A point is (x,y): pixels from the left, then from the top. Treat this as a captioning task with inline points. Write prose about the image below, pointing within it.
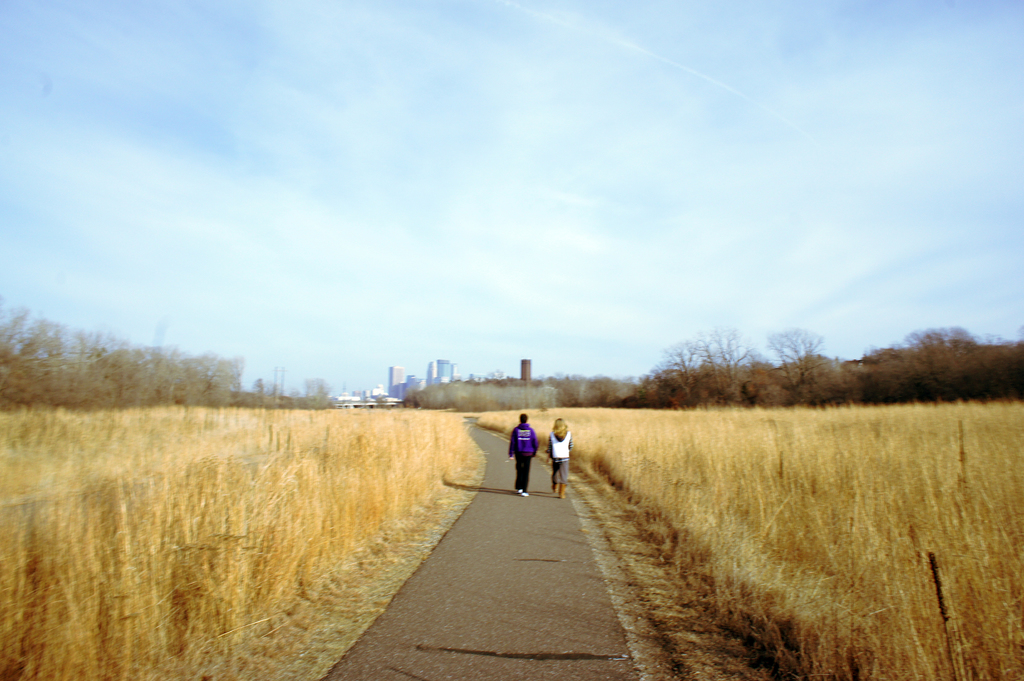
On the right side of the picture (845,563) there are trees (856,395) and fields (756,475). In the center of the picture (564,449) there are people (518,465) walking down the road (508,547). On the left (166,524) there are trees (125,363) and fields (385,414). In the background (422,379) there are trees (556,387) and buildings (410,381). Sky (486,235) is bit cloudy and it is sunny.
